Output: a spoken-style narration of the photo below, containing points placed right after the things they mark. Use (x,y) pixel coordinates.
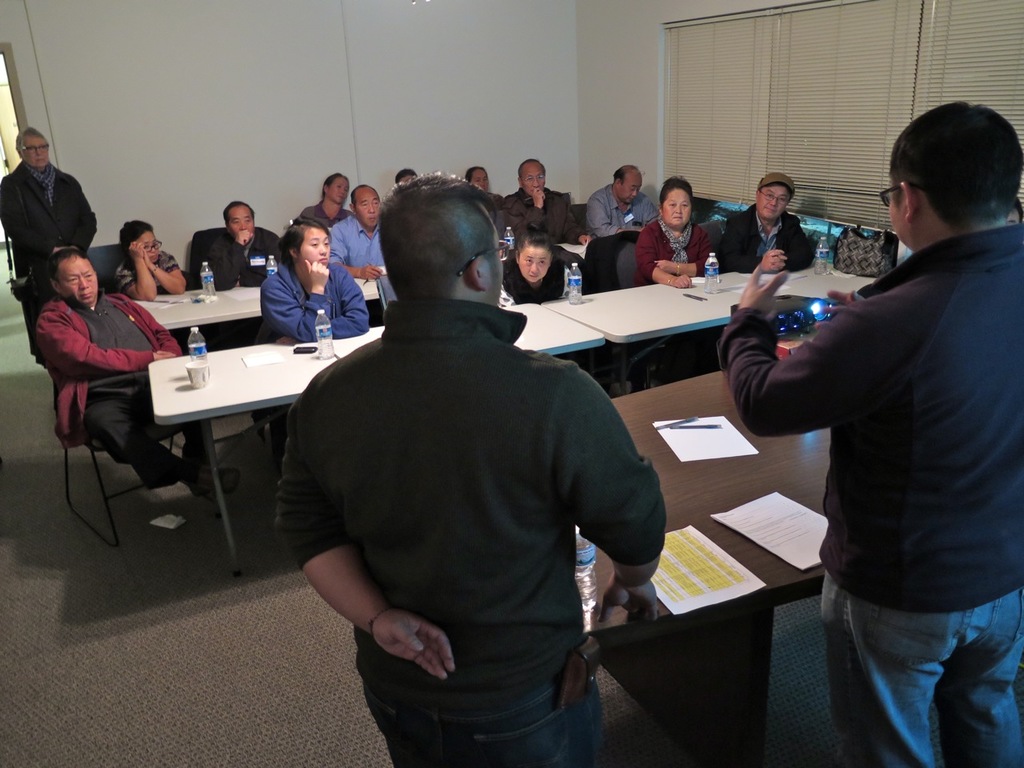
A group of people (125,319) are sitting on chair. In-front of them there are tables (790,278), on table (265,382) there is a cup (201,382), bottle (198,338), mobile (308,346) and papers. This is window (793,107). This 2 persons (496,405) are standing.
